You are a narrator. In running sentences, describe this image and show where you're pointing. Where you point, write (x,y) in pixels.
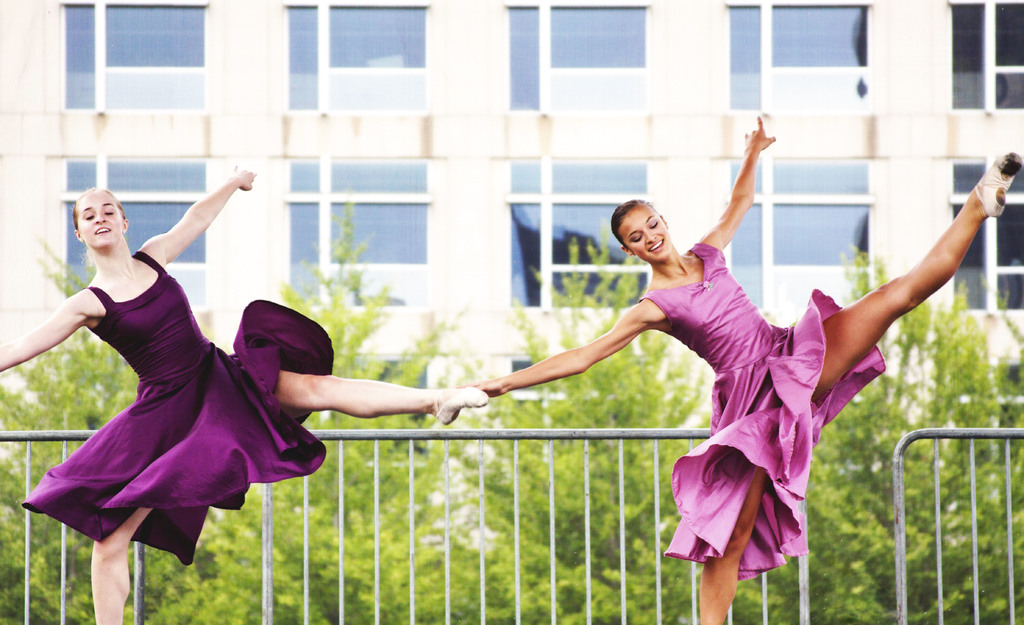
In this image I see 2 women (629,313) in which this woman (176,305) is wearing purple dress (187,354) and this woman (661,294) is wearing pink dress (682,523) and I see that this woman (570,352) is smiling. In the background (598,419) I see the fencing (762,593), trees (606,498) and a building (677,204).
